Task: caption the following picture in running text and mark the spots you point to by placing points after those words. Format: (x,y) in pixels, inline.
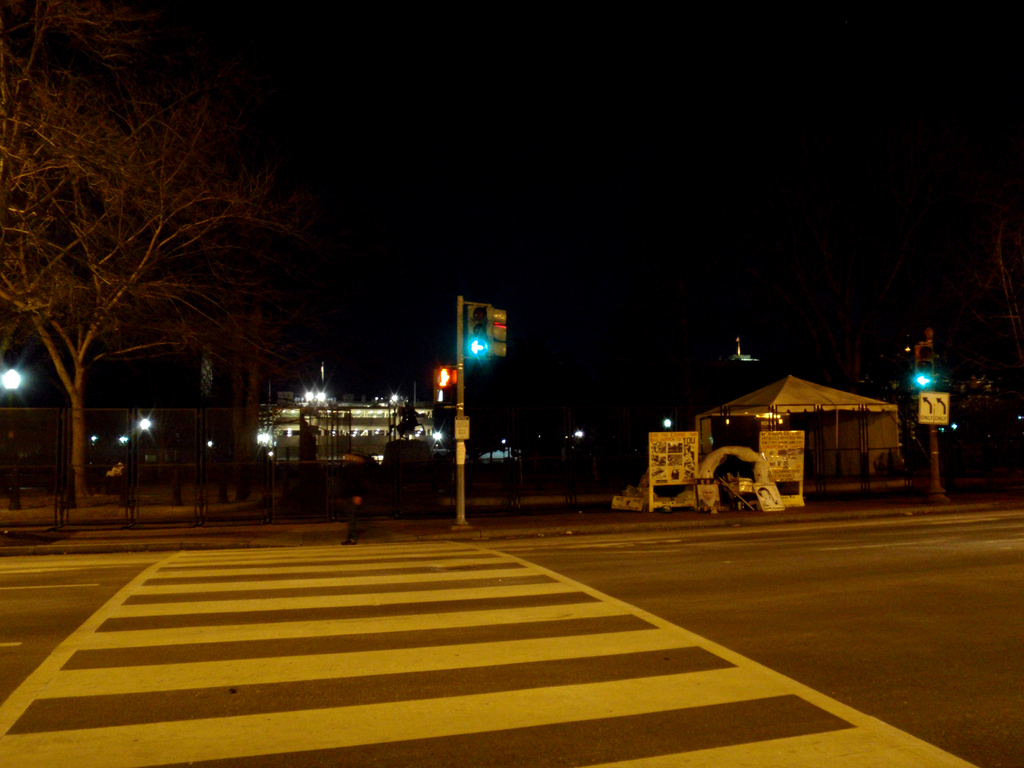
In the foreground of the picture (133,638) we can see the zebra crossing (459,648) on the road (441,569). In the center of the picture (681,457) there are signal lights (482,317), tree (64,381), footpath (370,521), person (359,511), boards (667,472), canopy (780,401) and other objects (392,452). In the background (336,419) we can see building (285,430), lights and other objects (213,418). At the top (622,62) it is dark.
